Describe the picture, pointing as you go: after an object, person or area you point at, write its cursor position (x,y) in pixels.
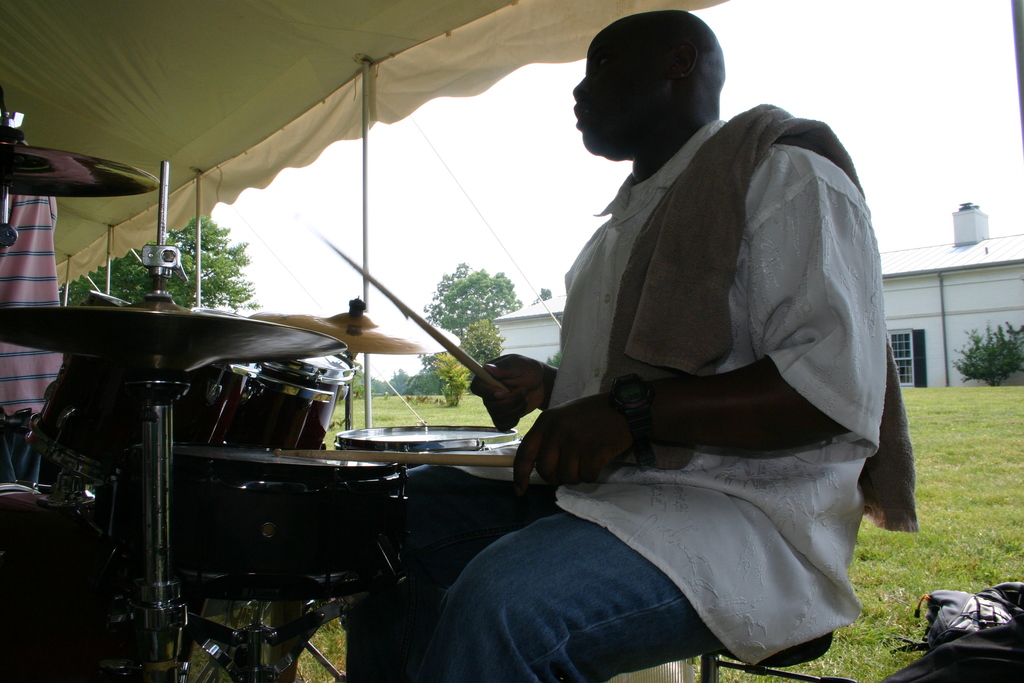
There is a man (870,353) who is playing drums (6,237). This is grass (973,459) and there is a house (937,307). These are some plants (440,357) and there are trees (465,304). And this is sky (508,140).
